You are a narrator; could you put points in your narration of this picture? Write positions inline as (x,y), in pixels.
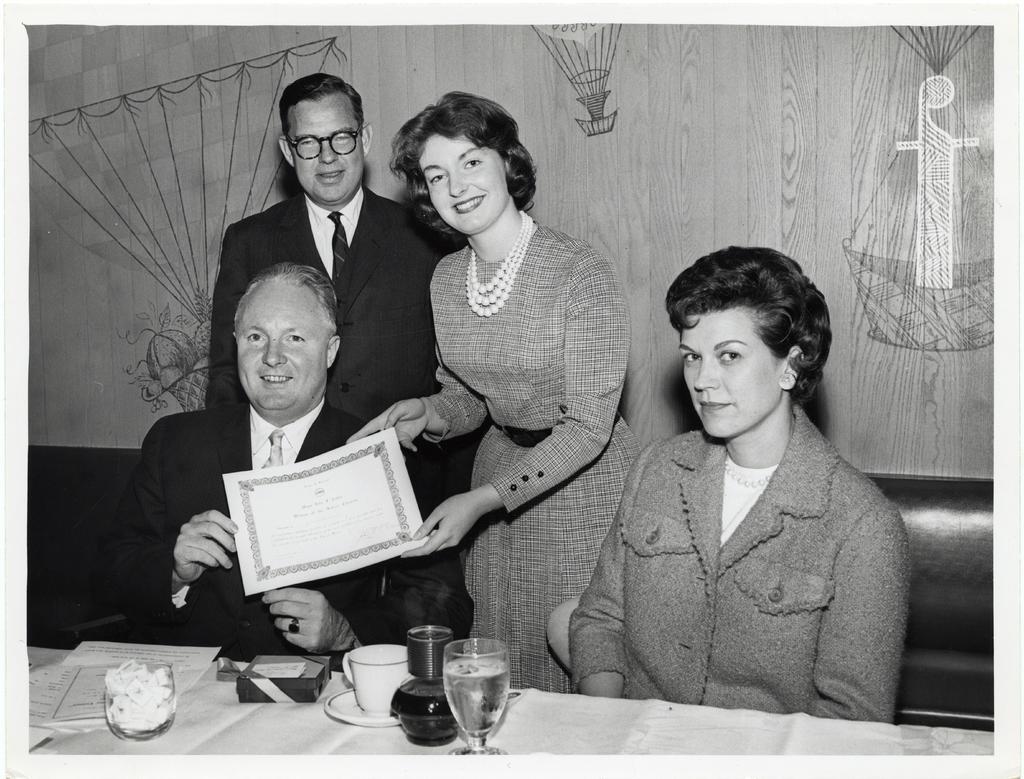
In this picture we can see a man (248,457) and a woman (574,571) holding a certificate (262,584) and smiling. There is another woman (791,466) sitting on the chair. We can see a person (266,260) standing at the back (395,246). There is a cup (375,695), saucer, glass (483,718), papers (69,662) and other objects (445,711) on the table (198,711). We can see some painting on the wall (642,131) in the background (186,401).
